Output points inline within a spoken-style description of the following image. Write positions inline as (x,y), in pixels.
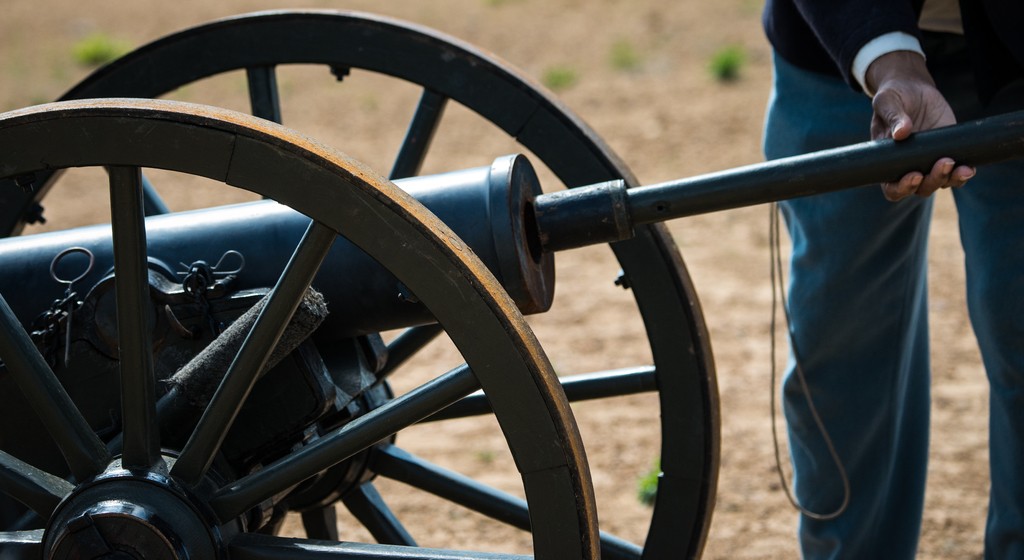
In the foreground (121,145), I can see a person (869,223) is holding a metal rod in hand (894,95) and I can see metal wheels (438,35) on the ground (615,452). In the background (645,492), I can see grass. This picture might be taken in a day.
